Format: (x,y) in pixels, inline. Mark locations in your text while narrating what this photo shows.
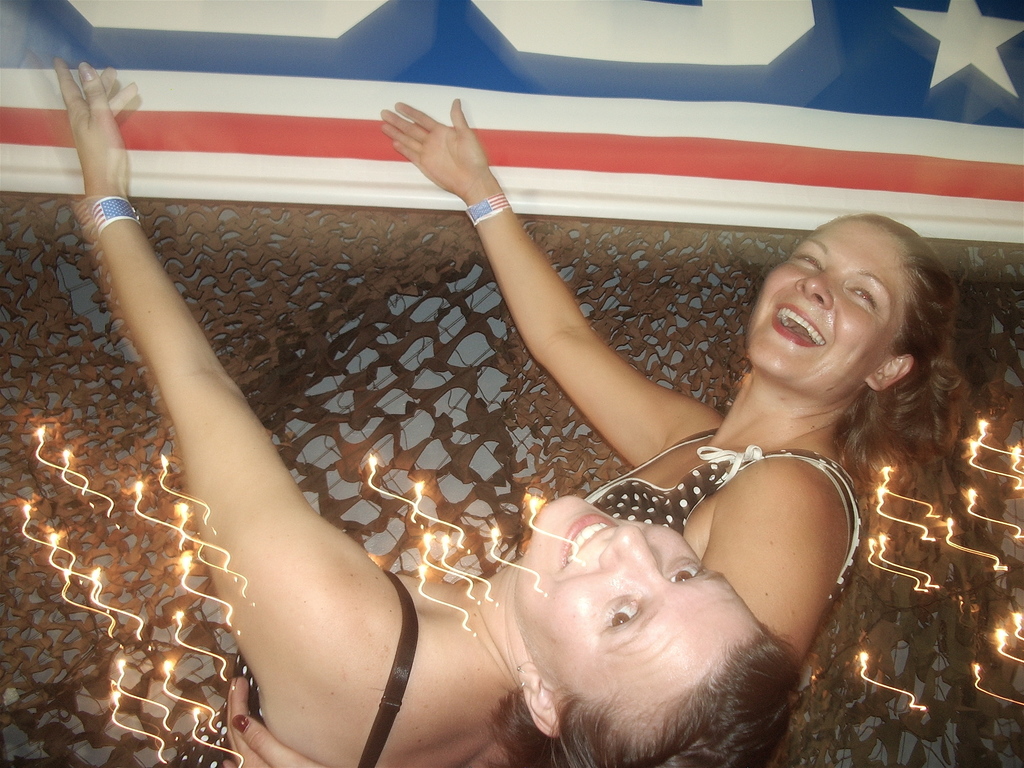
This is an edited picture. I can see two persons (541,681) smiling, and there are some objects (565,195).
